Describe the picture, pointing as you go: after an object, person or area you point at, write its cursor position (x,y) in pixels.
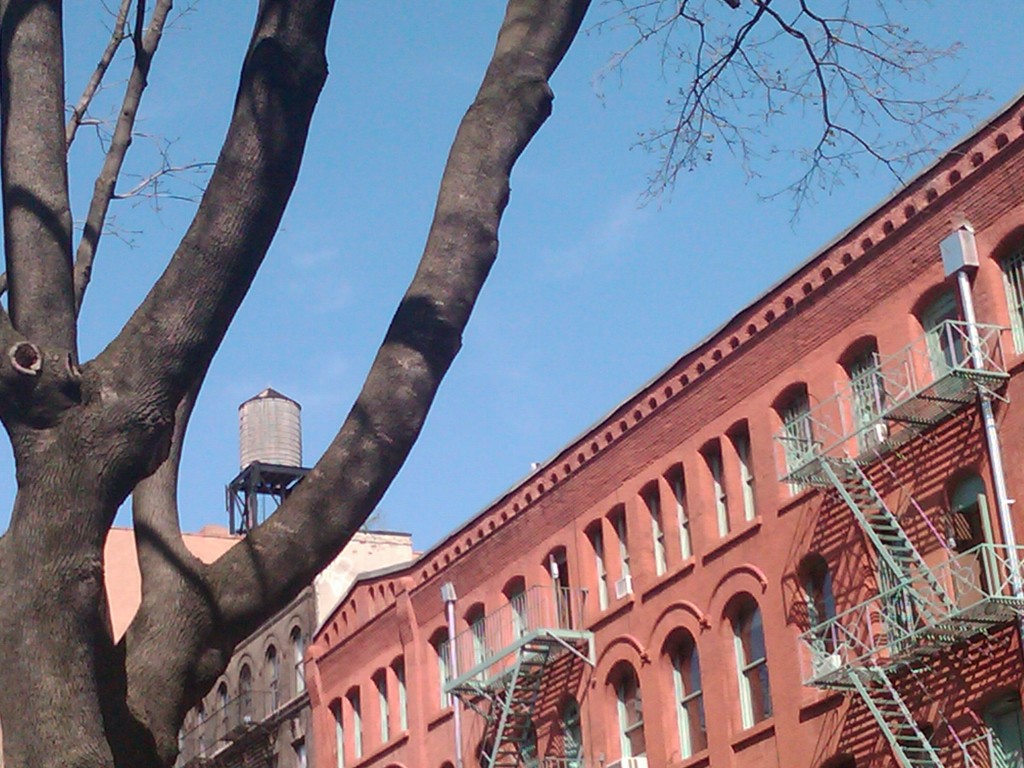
In this picture we can see tree (327,552), buildings (309,683), railings (530,652), pipes (972,319), windows (943,329) and tank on the stand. In the background of the image (443,470) we can see the sky (643,270).
